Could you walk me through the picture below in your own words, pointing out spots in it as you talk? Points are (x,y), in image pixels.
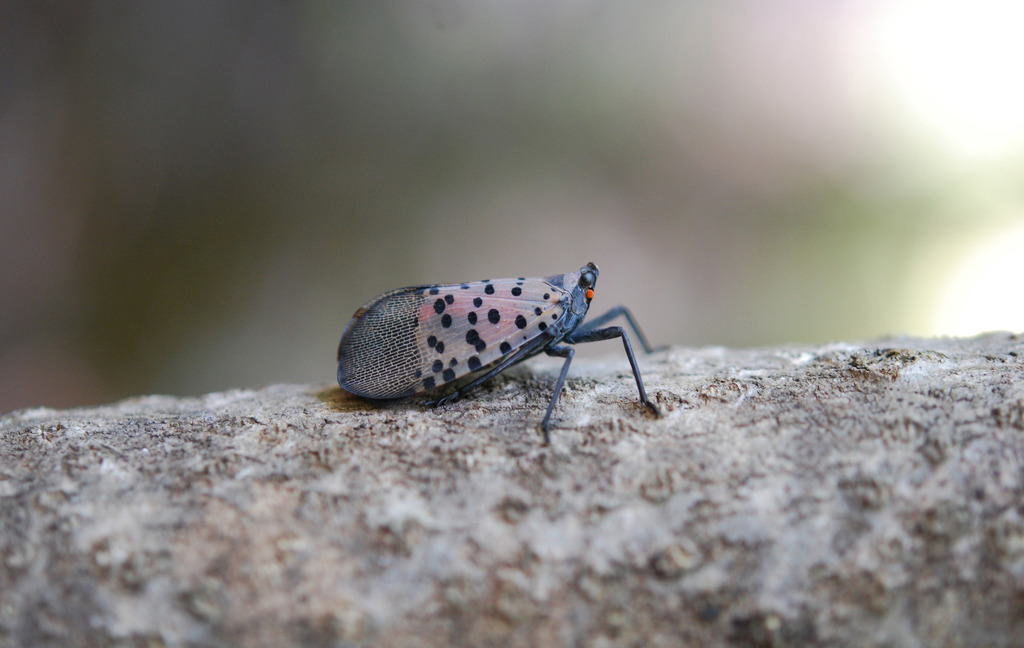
In this image, I can see an insect (632,321) on an object (507,440). There is a blurred background (213,157).
